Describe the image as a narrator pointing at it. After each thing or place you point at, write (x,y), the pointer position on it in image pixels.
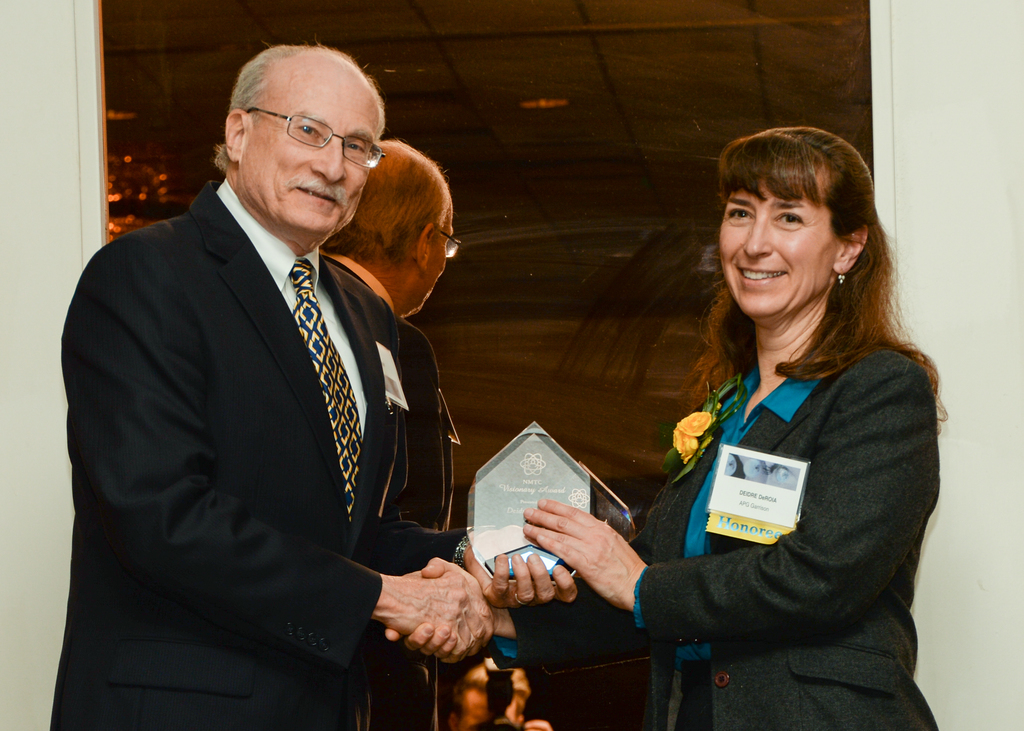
In the picture I can see a person (261,341) wearing black color coat (291,335), shirt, tie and spectacles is standing on the left side of the image (110,616) and a woman (621,558) wearing blazer (730,549) is standing on the right side of the image (787,594). They both are holding shield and shaking their hands (534,592). In the background (473,439), I can see the mirror (460,206) in which I can see the reflection (436,215) of this man (400,235).
